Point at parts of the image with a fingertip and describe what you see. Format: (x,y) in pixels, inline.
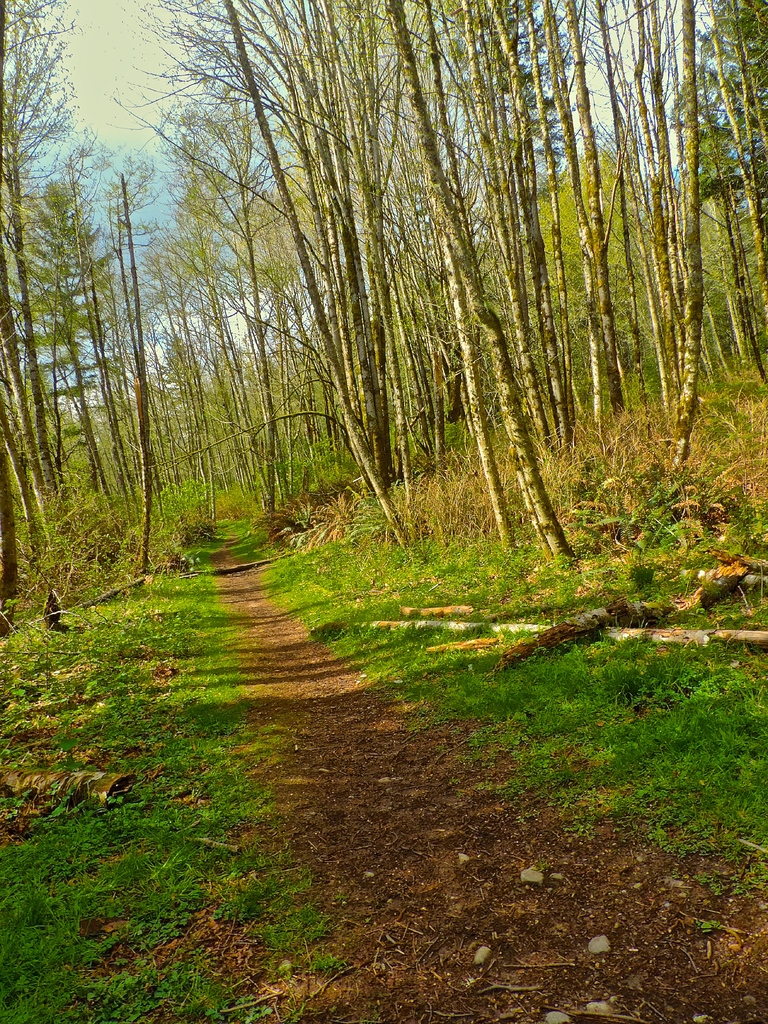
In this image there are so many trees (507,250) and mud road (350,869) in the middle (315,666).
